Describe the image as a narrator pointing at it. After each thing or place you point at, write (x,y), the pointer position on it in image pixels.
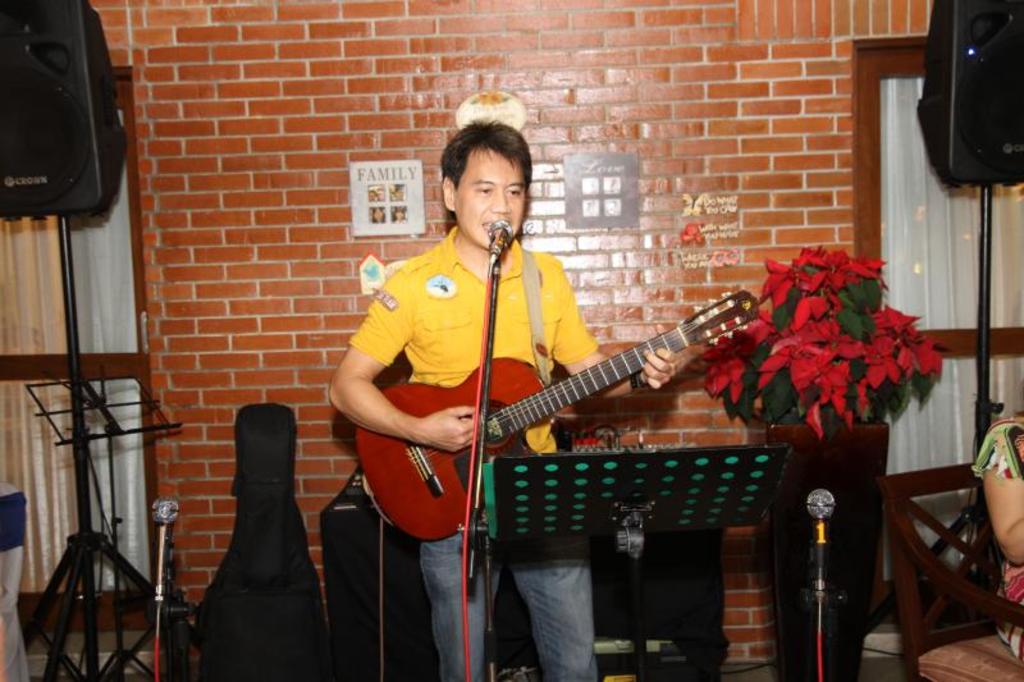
There is a man (467,315) with yellow color t-shirt (459,319) is standing and he is playing guitar (534,375). In front of him there is a mic (493,251). In the background (814,389) there are some flowers (851,363), and speaker (964,110) to the left (120,137) and right corner (967,152). And to the right side (913,251) there is a door (901,253). And to the right bottom (986,588) there is a chair (981,601). On the chair (1001,597) there is a lady (999,499) sitting. Behind him there are some instruments (292,557). And there is a brick wall (276,281) in the background (251,291).
